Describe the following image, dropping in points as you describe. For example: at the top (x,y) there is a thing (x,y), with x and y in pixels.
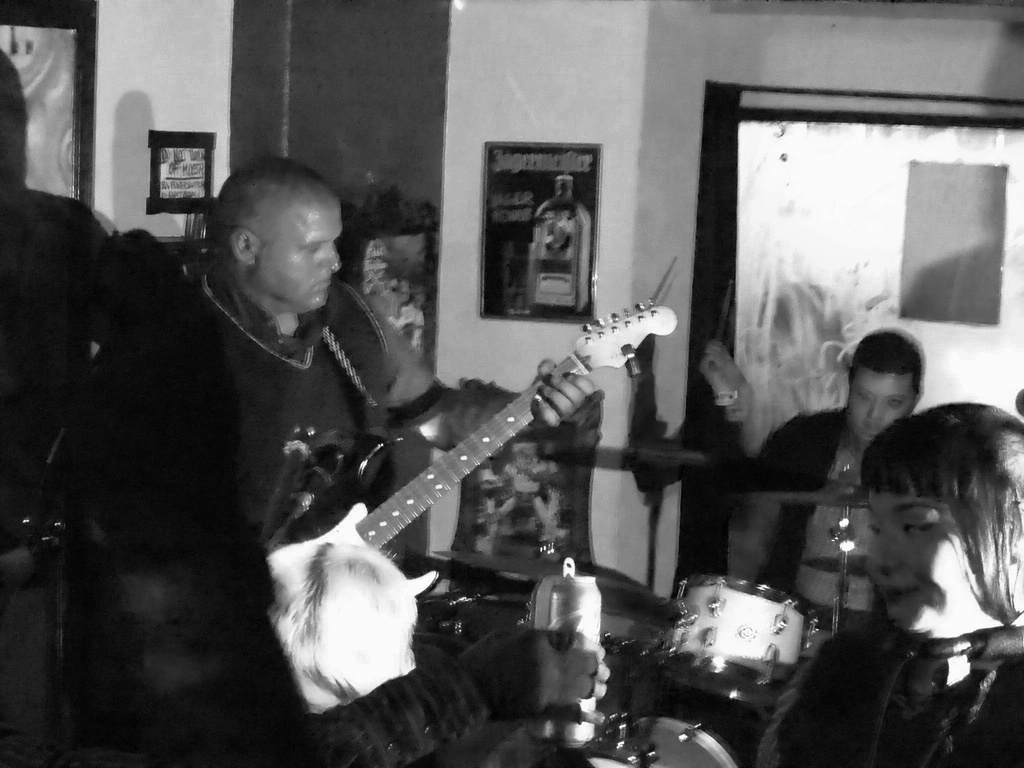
In this picture we see a man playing guitar (672,313) and the man (871,358) seated and playing drums (750,585).
